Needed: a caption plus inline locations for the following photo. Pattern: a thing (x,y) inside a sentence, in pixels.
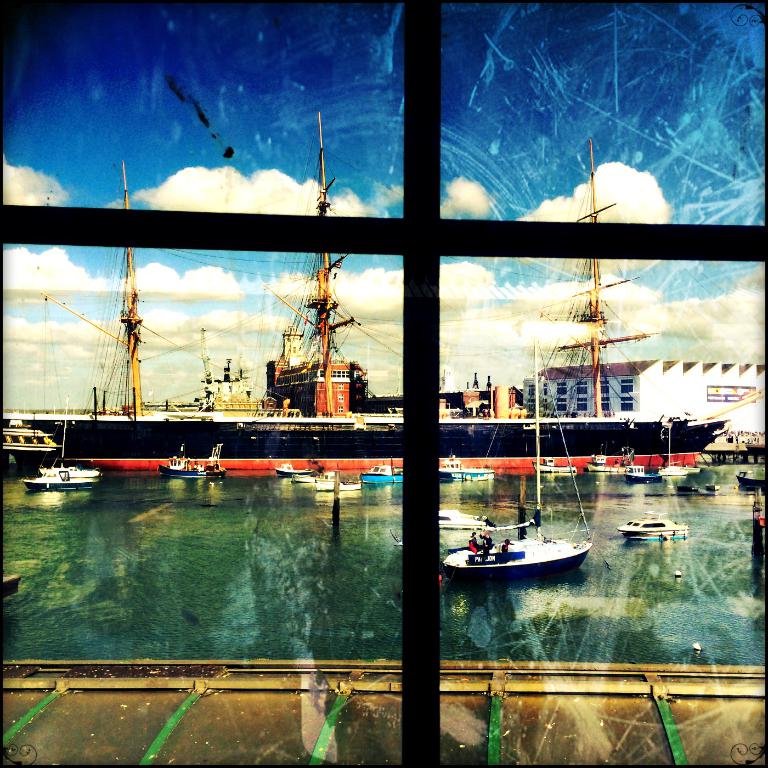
In this image I can see the building (621,394), windows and few ships (188,449) and few boats (547,565) on the water surface (213,607). In front (425,66) I can see the glass wall (402,170) and the sky (325,34) is in blue and white color.
